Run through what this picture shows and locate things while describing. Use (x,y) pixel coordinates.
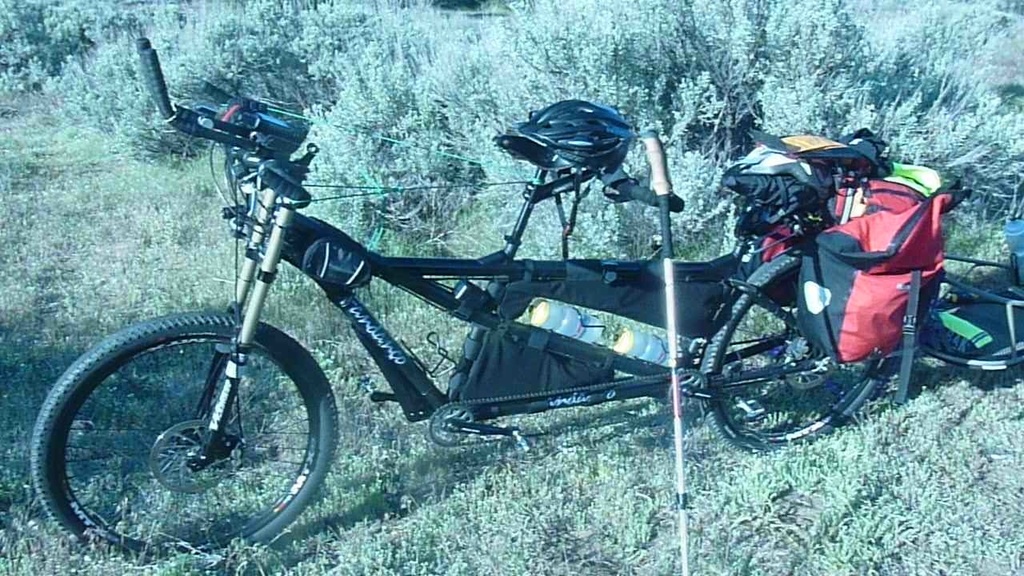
In the center of the image (549,354) there is a tandem bicycle (503,328) with luggage (878,292) and a trolley (985,318) attached to it on the surface (671,446) of the grass (642,443).
